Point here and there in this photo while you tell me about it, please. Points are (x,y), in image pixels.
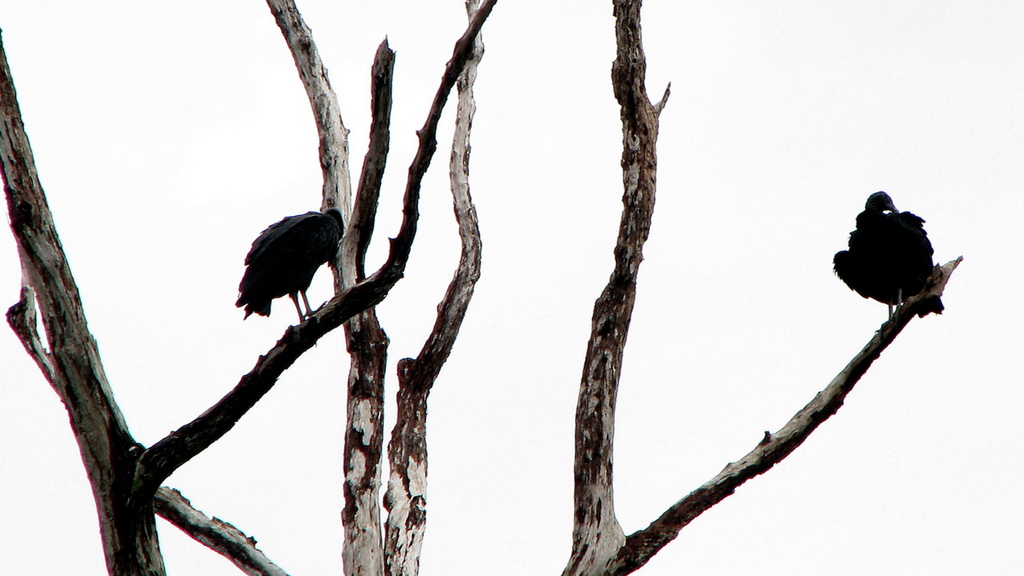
In this Image I can see two black colored birds (275,292) on the branches (606,377). Background (502,394) is in white color.
